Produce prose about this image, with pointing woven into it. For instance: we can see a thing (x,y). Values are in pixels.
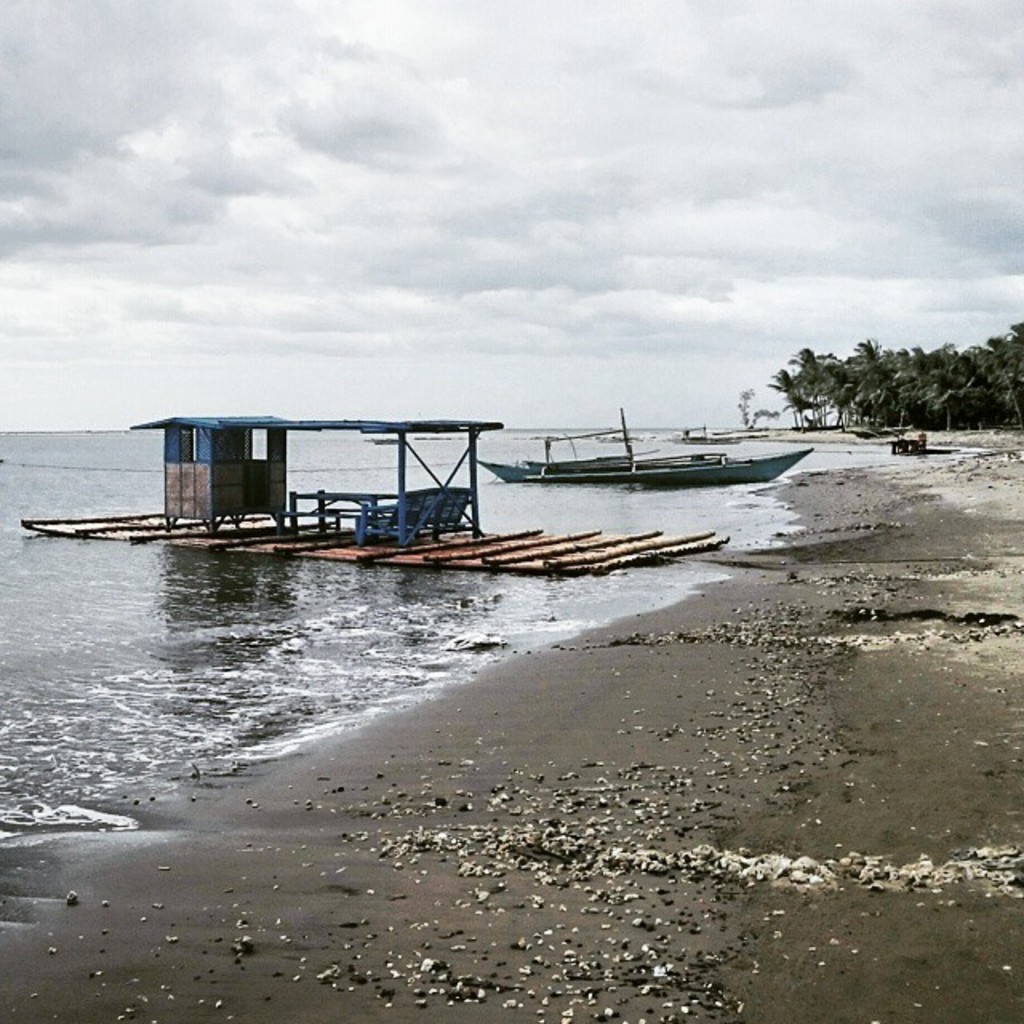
In this image there is a bench (425,511) under the roof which is on the wooden floor (431,553). A boat (636,480) is in water (254,634). On land (551,891) there are few stones (623,847) on it. Right side (878,383) there are few trees (881,371). Top of image (711,201) there is sky (351,183).
